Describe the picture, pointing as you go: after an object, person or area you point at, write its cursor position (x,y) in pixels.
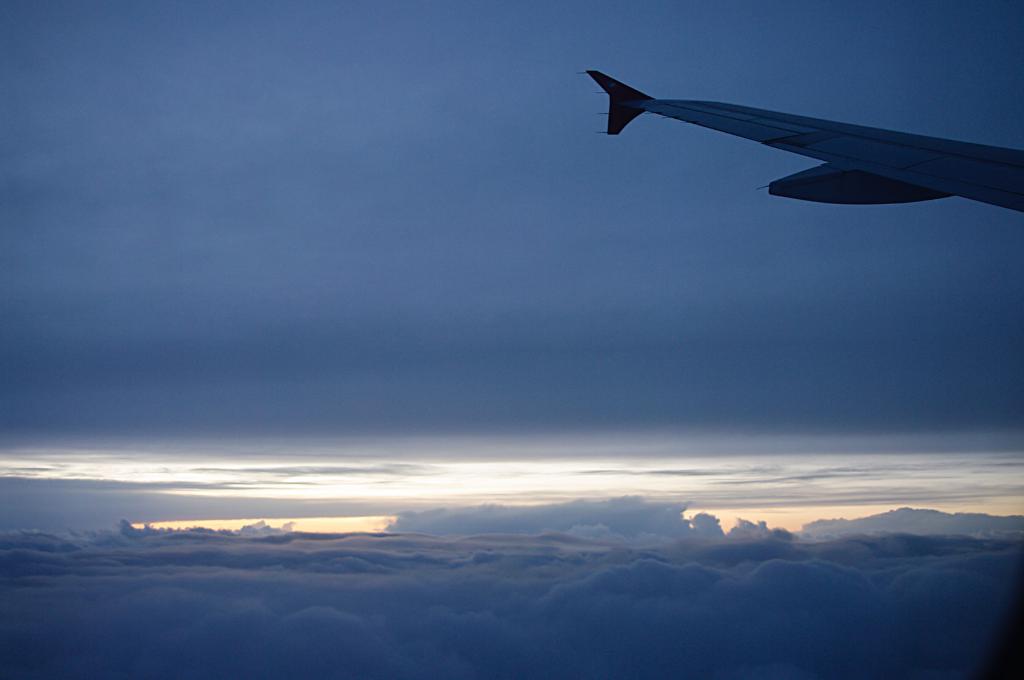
At the bottom of the image (419,574) there are clouds (488,559). On the right side of the image (972,164) there is a wing (864,139) of a plane (746,120). At the top of the image (754,98) there is a sky (496,316).
